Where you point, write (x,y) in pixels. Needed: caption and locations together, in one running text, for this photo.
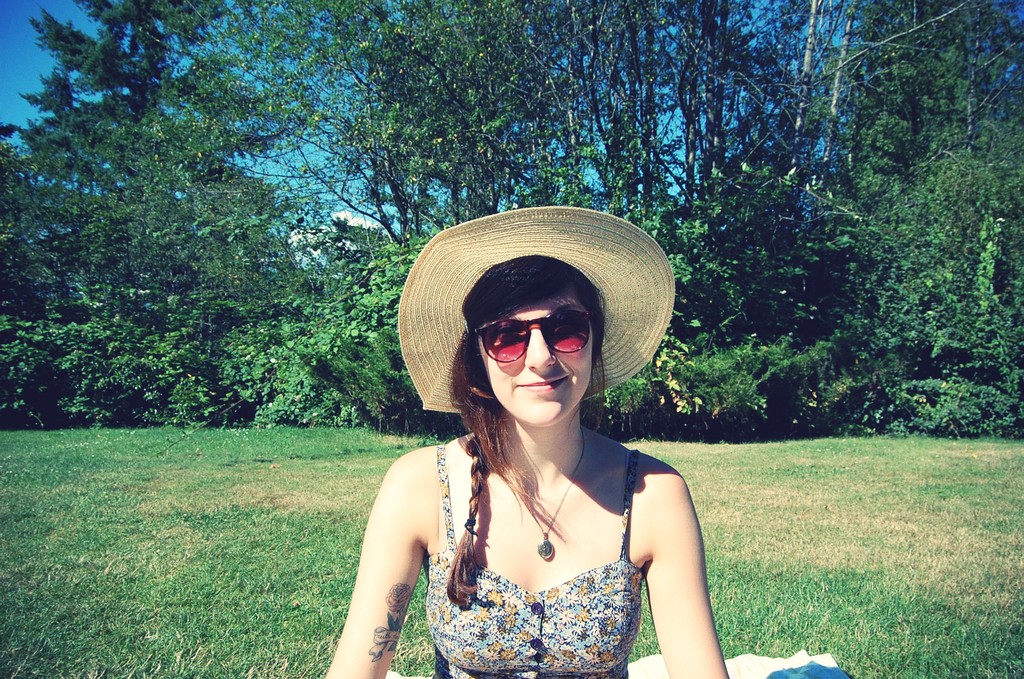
In this image in front (658,509) there is a girl (459,444) sitting on the surface (877,494) of the grass (885,480). In the background (414,212) there are trees (182,88) and sky (15,17).
